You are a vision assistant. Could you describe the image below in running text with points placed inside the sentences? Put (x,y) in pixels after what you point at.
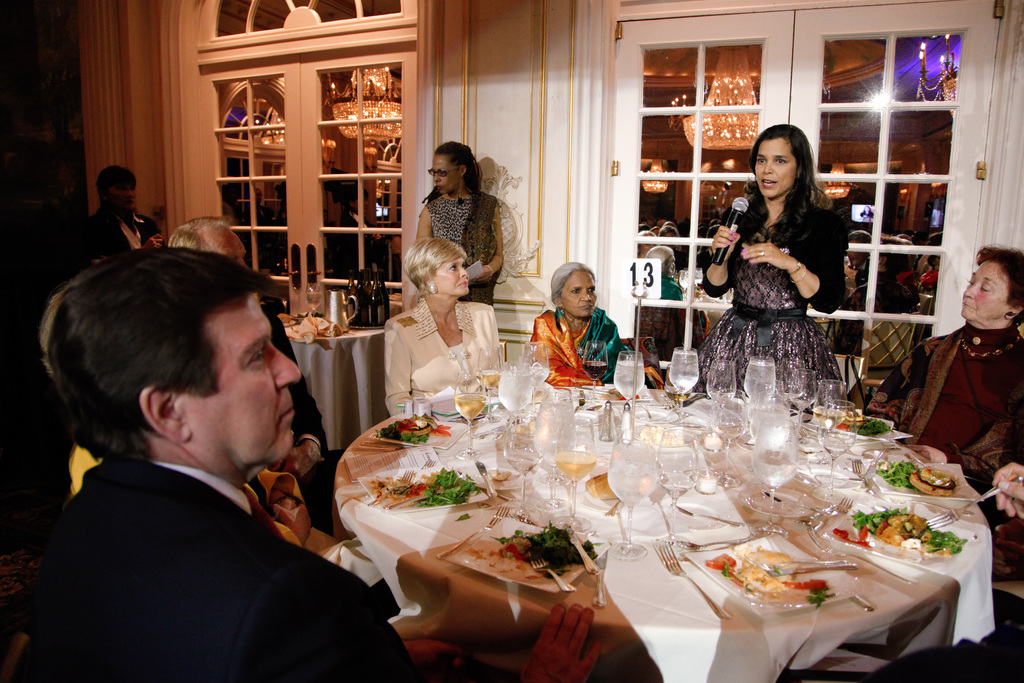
There are few people (231,479) sitting on the chair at the table (746,464) and a woman (772,273) is standing and talking on mic (718,261). There are glasses (672,356), food items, plates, spoon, fork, knife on the table (710,528). On the left (90,230) there are two persons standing at the table (322,349). In the background (307,197) we can see door (927,149). Through window doors (215,131) we can see chandelier (738,104) and lights (873,106).
